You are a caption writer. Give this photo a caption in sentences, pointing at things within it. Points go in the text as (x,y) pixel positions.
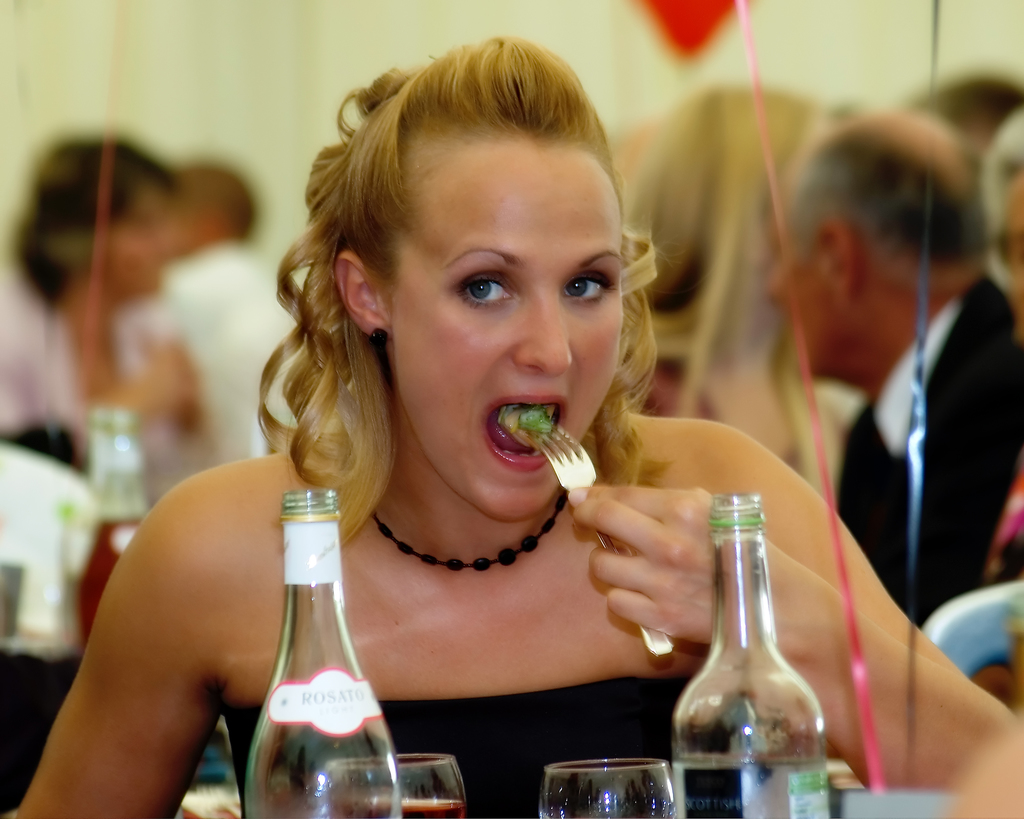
In this picture is sitting and eating food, with the help of a fork (592,463) which she held in her left hand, she is staring at some person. In front of her there is a wine glass (448,770) and a wine bottle (307,709).
